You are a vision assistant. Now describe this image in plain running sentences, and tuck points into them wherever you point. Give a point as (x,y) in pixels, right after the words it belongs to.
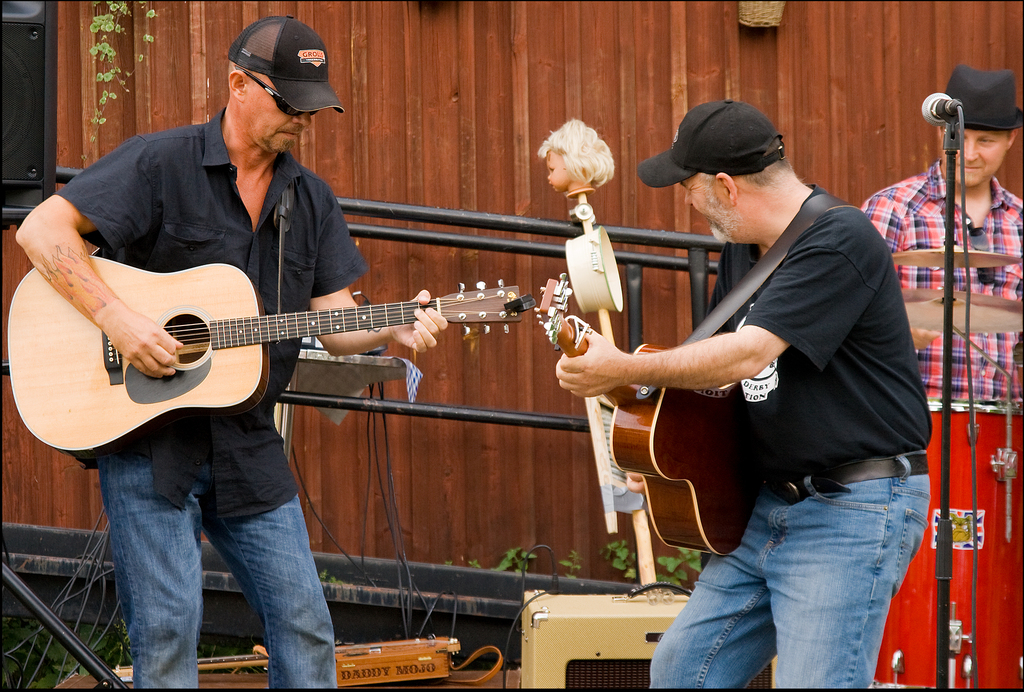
In this image there are three persons (895,190). Out of which two (726,563) are standing and playing guitar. And one person (924,185) is standing in front of the mike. The background (452,120) is light brown in color and on the top (53,29) speaker (39,140) is visible. And a fence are visible and plants (616,568) are visible. This image is taken during day time outside.
